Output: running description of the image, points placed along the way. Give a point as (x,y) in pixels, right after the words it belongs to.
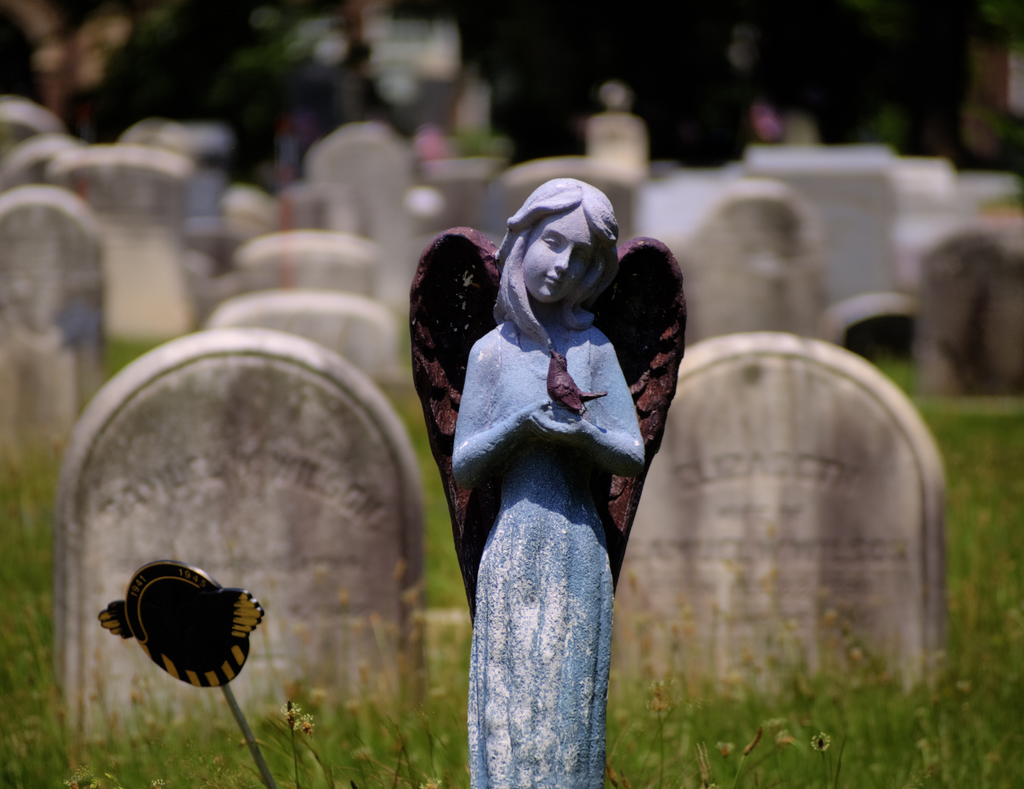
This blue statue (483,420) is highlighted in this picture. It has wings (656,279) and it is holding a bird (566,379). Background (757,448) we can see there are number of stones (293,400) in white color. Grass (849,731) is in green color.
